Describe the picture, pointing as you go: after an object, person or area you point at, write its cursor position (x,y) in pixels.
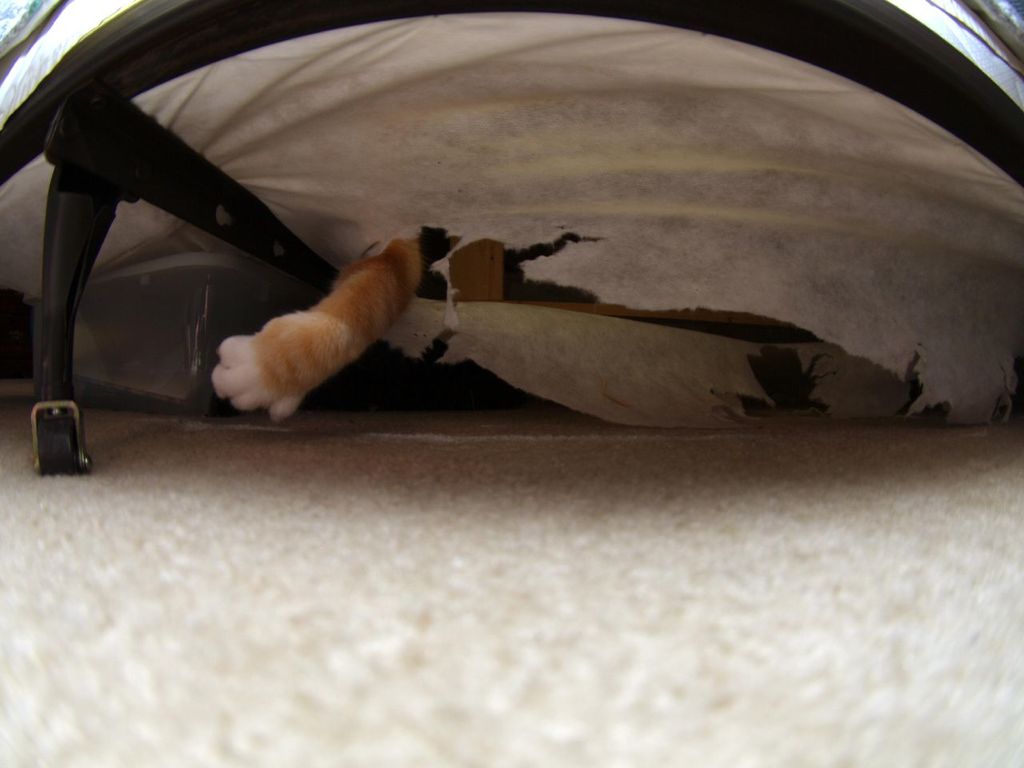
In this image I can see a cat leg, background (730,134) I can see some object (485,100) in white color.
